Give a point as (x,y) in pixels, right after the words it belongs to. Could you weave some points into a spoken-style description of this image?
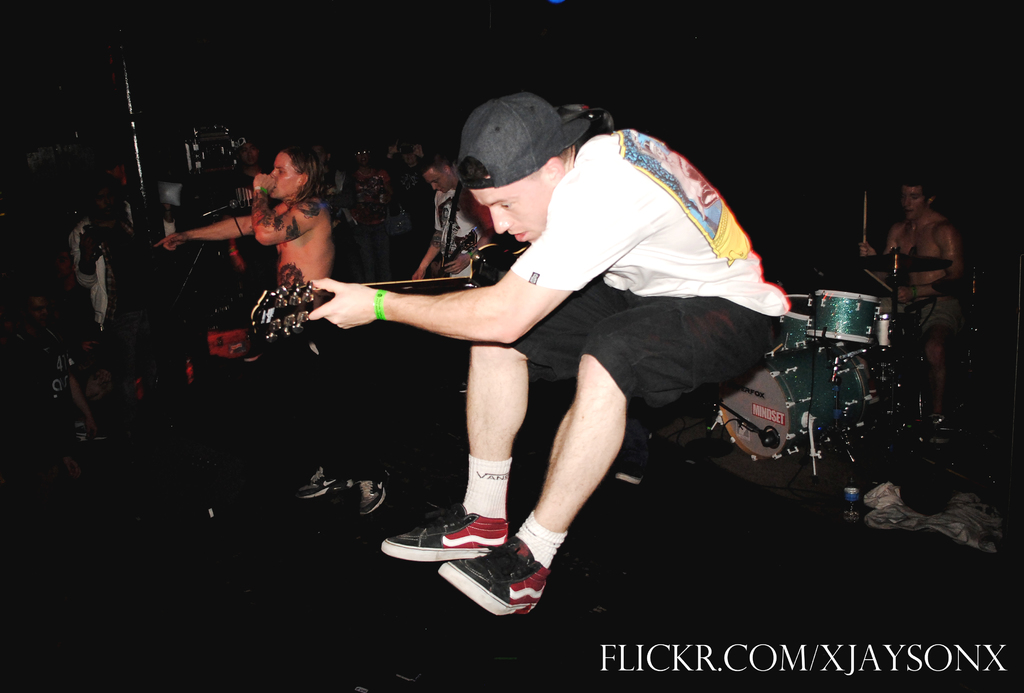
In this image it seems like it is a concert in which there is a man (504,339) holding the guitar (420,280) while the other man (309,206) is singing in the mic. In the background (952,254) there is a man (918,254) sitting on the chair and playing the drums (851,318). The man (501,380) in the middle (617,243) is wearing the white t-shirt (615,233) and black colour cap (490,113).
